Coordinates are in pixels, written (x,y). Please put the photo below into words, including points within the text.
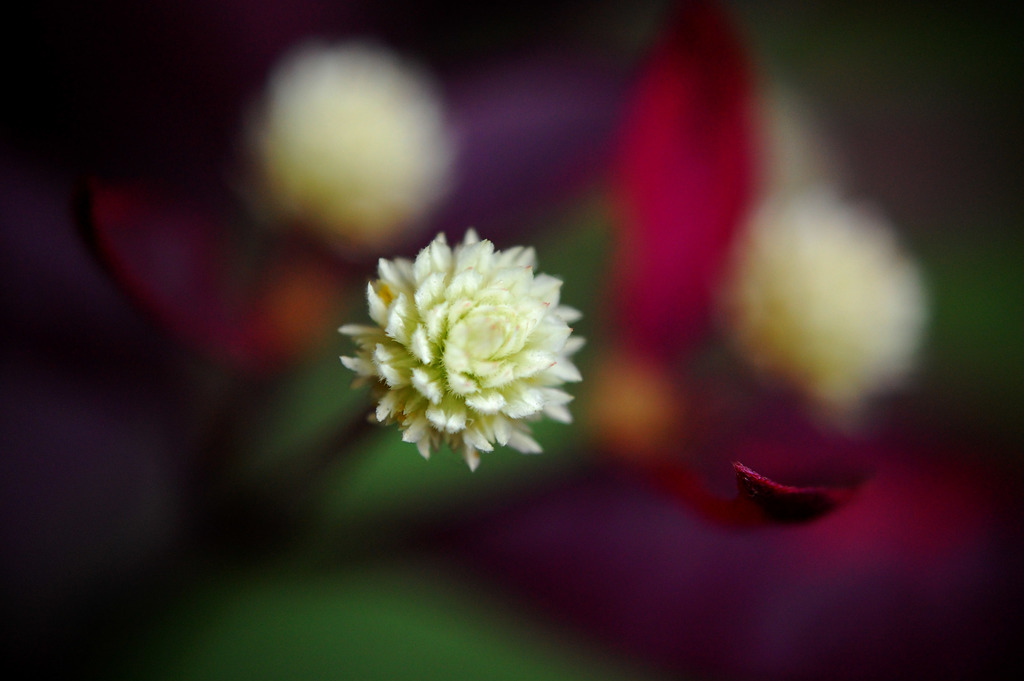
In this image in the front (424,326) there is a flower (424,326) and the background (83,543) is blurry.
